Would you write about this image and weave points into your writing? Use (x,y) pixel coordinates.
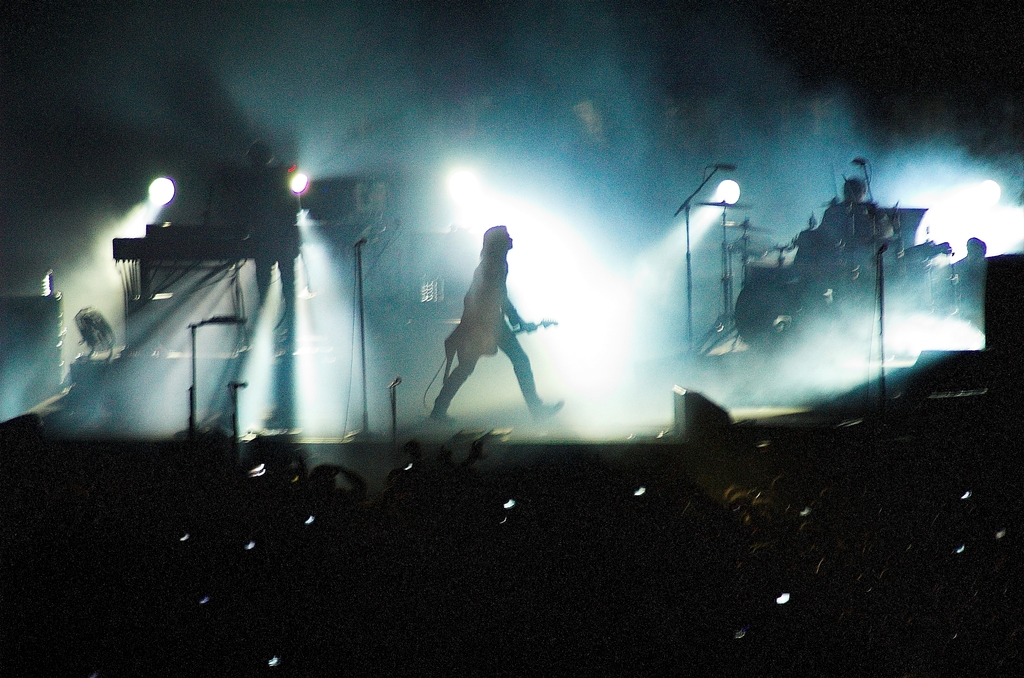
Here we can see a person (505,234), mike's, lights (169,192), and musical instruments (748,303). There are group of people (546,613) and there is a dark background (558,98).
